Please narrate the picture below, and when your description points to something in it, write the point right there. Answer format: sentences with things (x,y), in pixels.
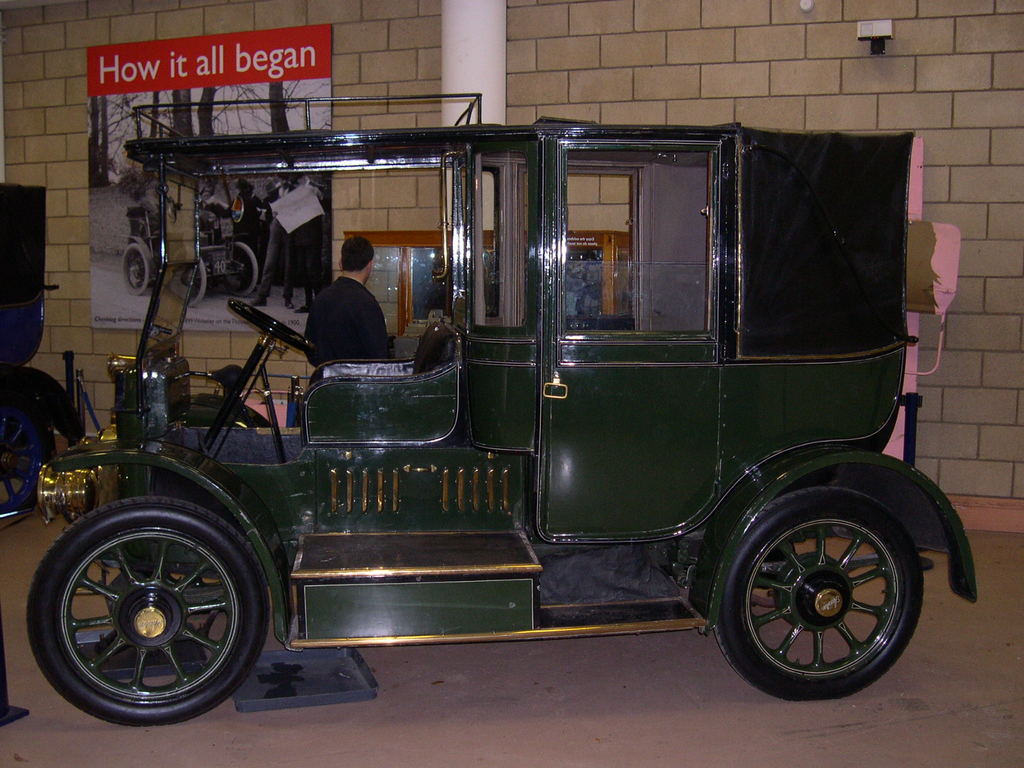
In the picture I can observe a vehicle (274,579) in the middle of the picture (590,289). Behind the vehicle (433,367) I can observe a man (353,329) standing on the floor (449,671). Beside the man (340,287) I can observe white color pillar (467,90). In the background (745,59) there is a wall (660,66).
